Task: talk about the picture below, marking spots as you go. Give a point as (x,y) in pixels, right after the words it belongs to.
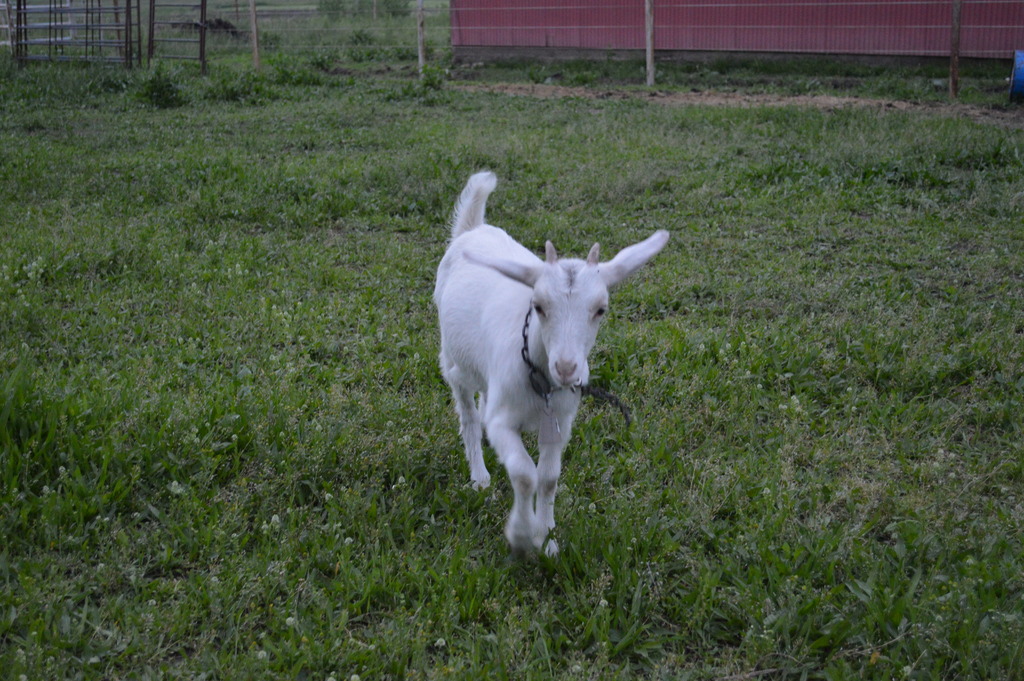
In this image we can see a goat (524,460) on the ground (508,482). We can also see some plants (328,324), a fence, metal poles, a house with a roof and some wooden poles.
